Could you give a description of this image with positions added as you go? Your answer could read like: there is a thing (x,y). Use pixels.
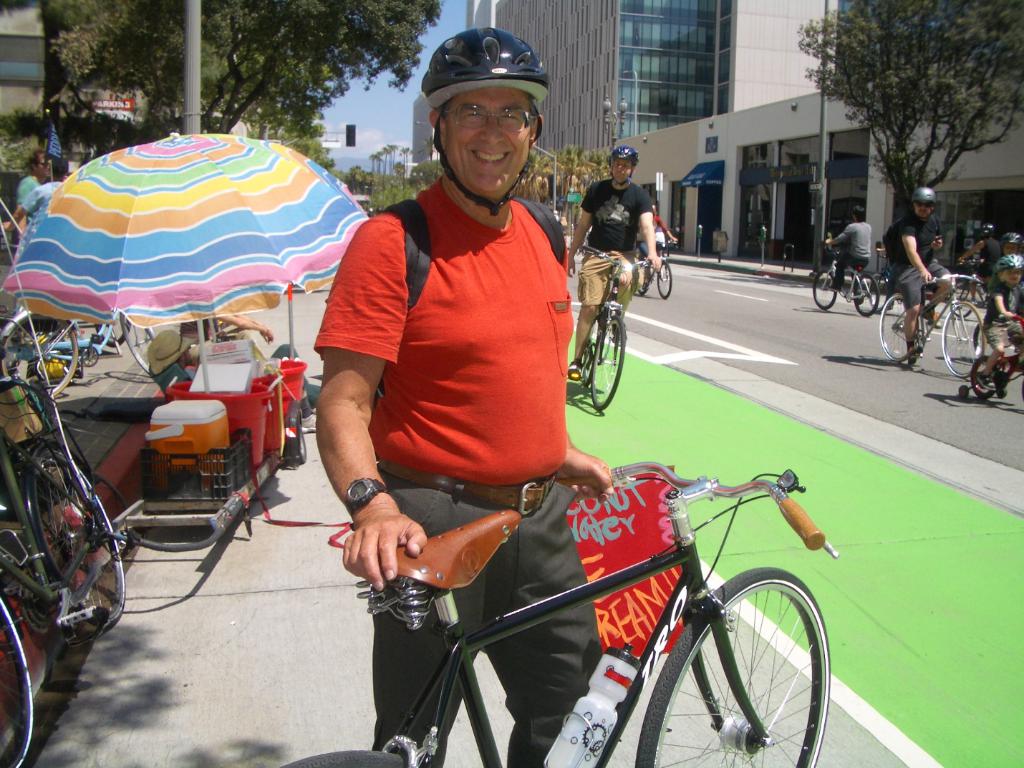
In this Image I see a man (567,306) who is holding the cycle (643,721) and he is smiling. In the background (1008,305) I see lot of cycles (989,390), few people (575,246) on the cycles (994,373) who are on the path (959,382) and In the background (785,4) I see lot of trees (116,77) and the buildings (736,187).
